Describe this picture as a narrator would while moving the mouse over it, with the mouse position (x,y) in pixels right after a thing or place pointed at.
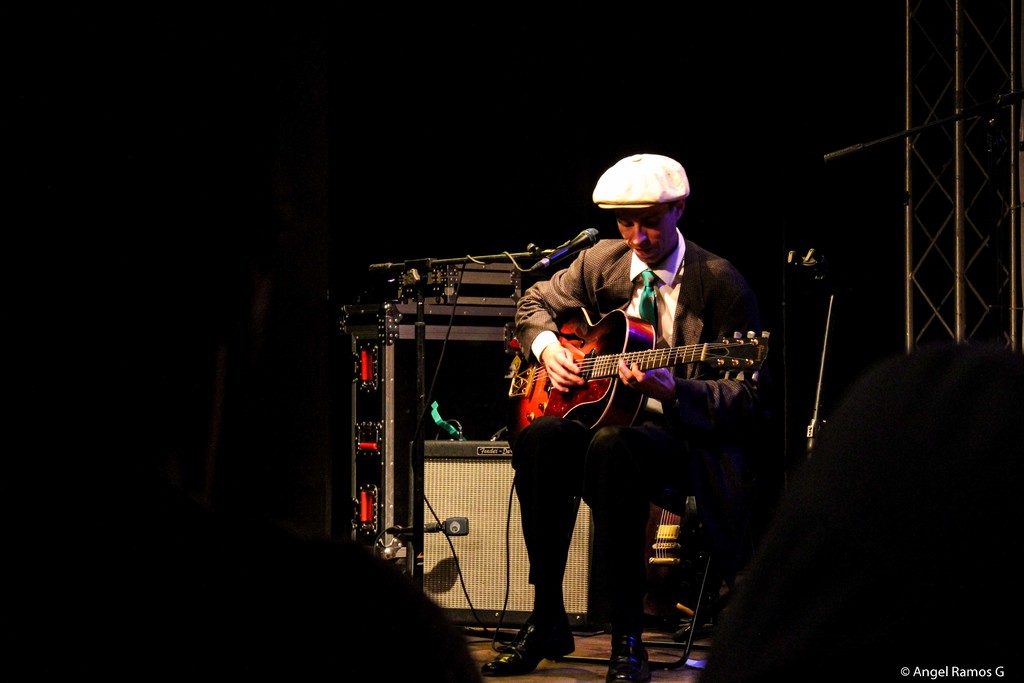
This person (535,462) sitting on the chair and playing guitar (617,334) and wear cap (633,198). there are microphones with stands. Behind this person (676,411) we can see electrical device (474,336) and rod (932,187).
